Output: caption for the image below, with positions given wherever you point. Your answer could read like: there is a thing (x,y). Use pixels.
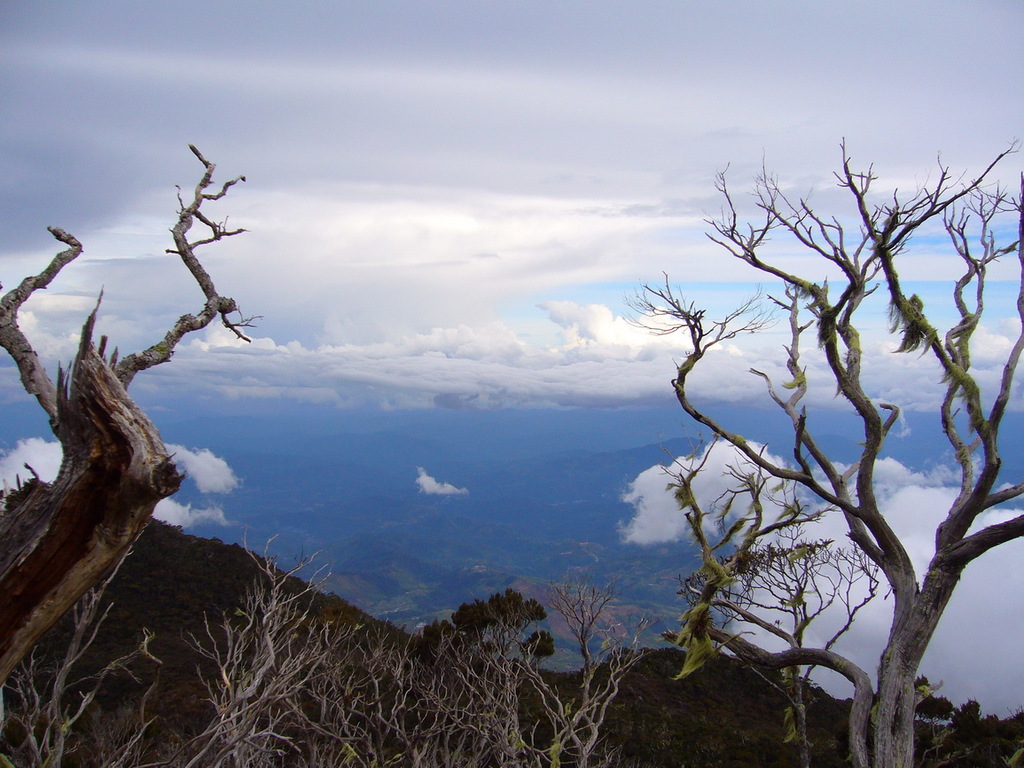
Here we can see bare trees (891,644). In the background (637,622) there are mountains (183,714) and clouds (340,295) in the sky (332,181).
